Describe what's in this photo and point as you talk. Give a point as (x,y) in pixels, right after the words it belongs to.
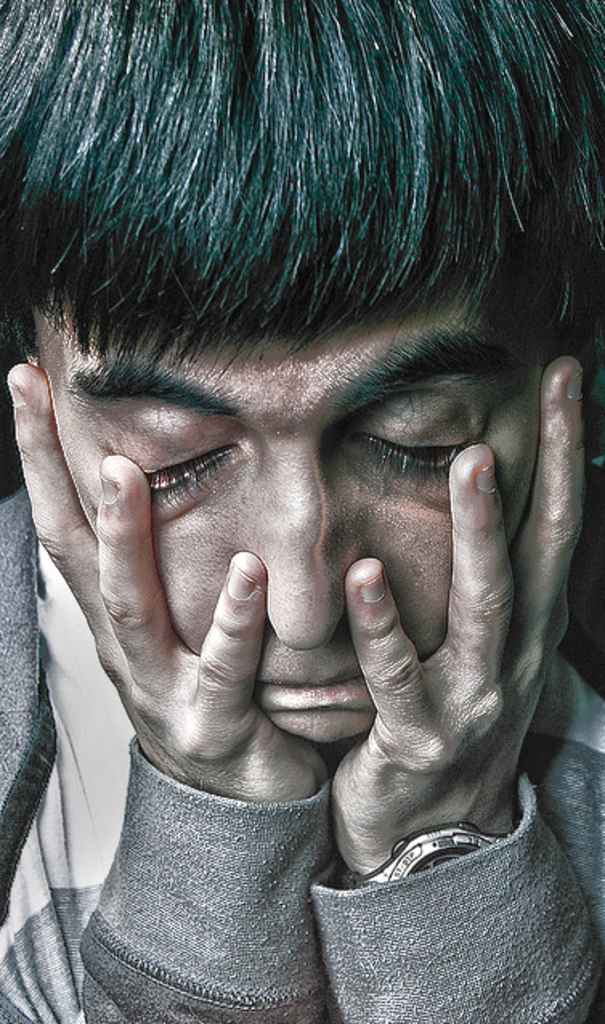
In this image there is a man (172,336).
